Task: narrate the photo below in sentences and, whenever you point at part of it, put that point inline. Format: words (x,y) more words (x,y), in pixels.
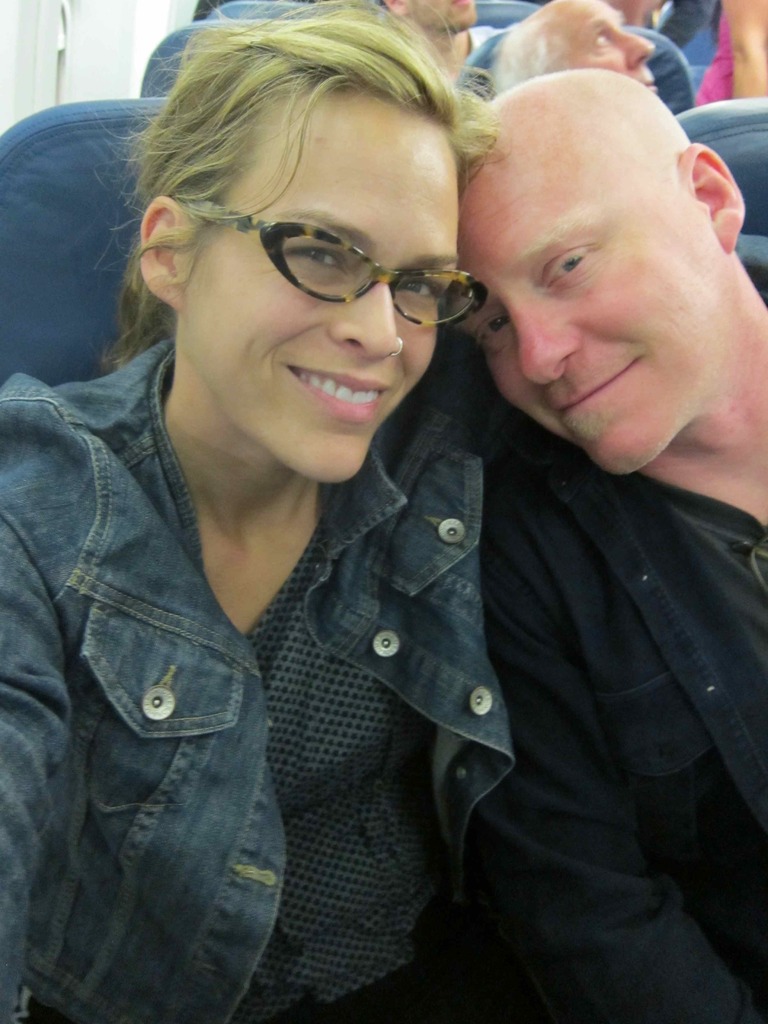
This is inside view of a plane (90,38). There is a woman (291,679) and man (626,788) sitting on the chairs (751,150) together. In the background (451,49) there are few persons (454,48) sitting on the chairs (487,44) and on the right (720,25) at the top corner (717,25) we can see a person (741,60).
